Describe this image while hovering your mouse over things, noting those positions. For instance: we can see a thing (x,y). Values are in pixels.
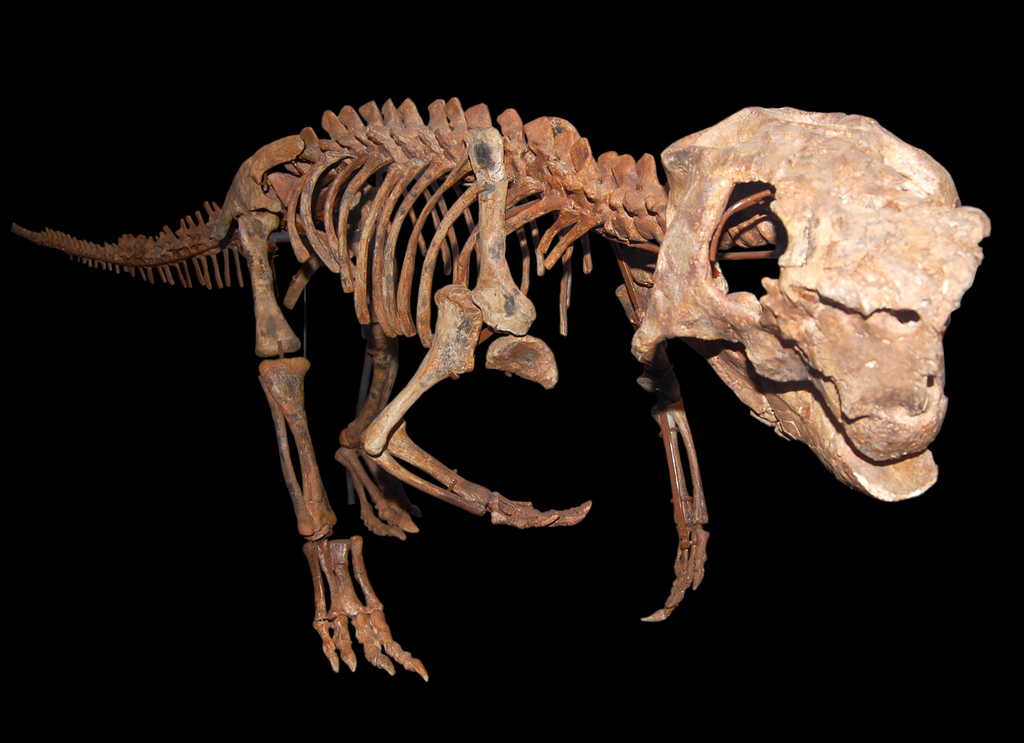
In this image I can see the skeleton (500,295) of the animal (538,242) which is in brown color and I can see the black background (98,634).
